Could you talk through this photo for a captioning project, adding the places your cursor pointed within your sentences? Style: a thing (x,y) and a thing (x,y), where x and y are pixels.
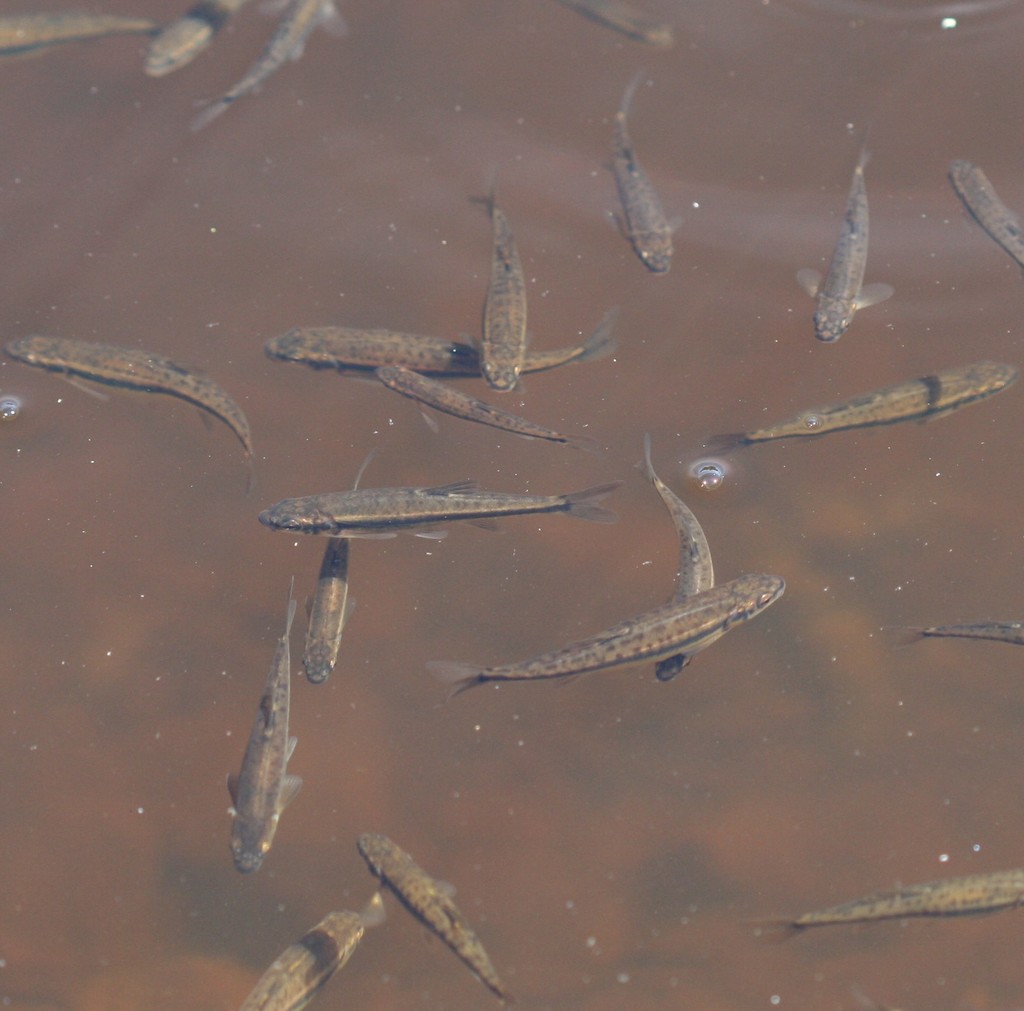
In this image there are fishes (427,491) in the water (583,324).
